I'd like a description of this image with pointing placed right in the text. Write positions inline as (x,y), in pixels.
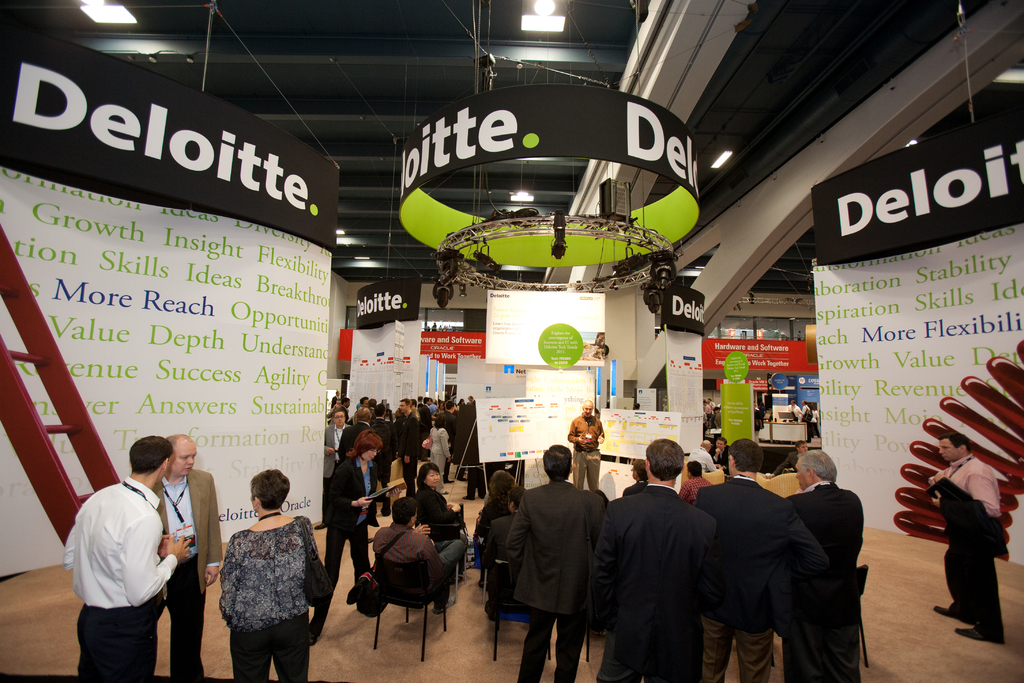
In this image we can see so many people (278,569) are standing, they are wearing suits (662,583). In the middle of the image (580,432) one person (585,447) is standing and speaking. right and left of the image (151,267) big banners (835,274) are there.
